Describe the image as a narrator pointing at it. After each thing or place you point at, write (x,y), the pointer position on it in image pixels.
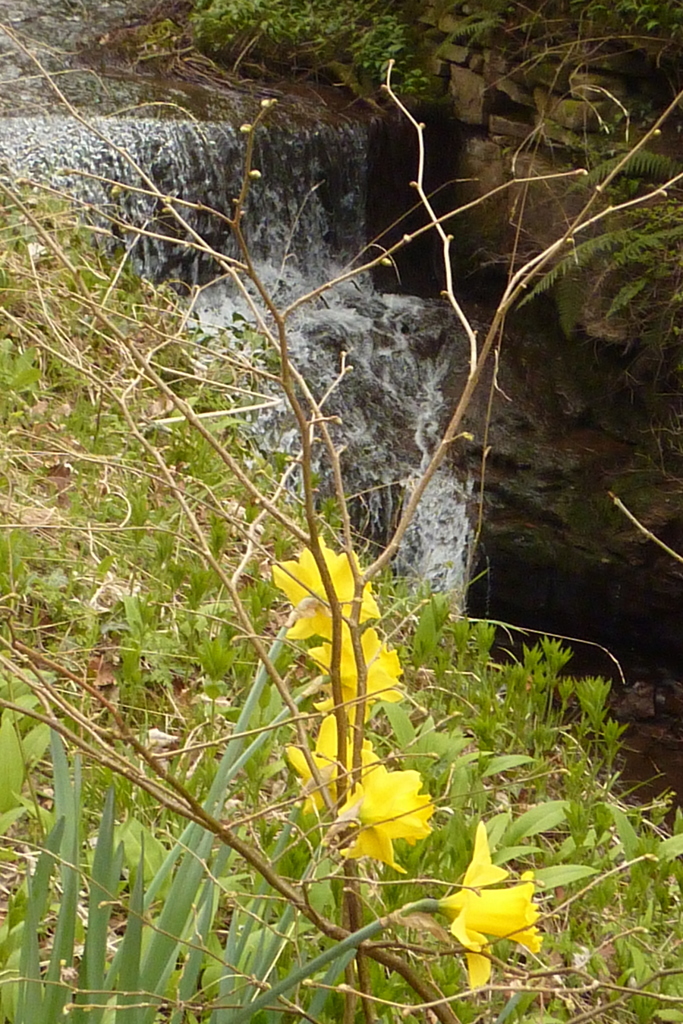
In this picture we can observe a waterfall (301,294). There are yellow color flowers (345,628) to the plant (368,829). We can observe some plants (176,602) in the background (321,20).
